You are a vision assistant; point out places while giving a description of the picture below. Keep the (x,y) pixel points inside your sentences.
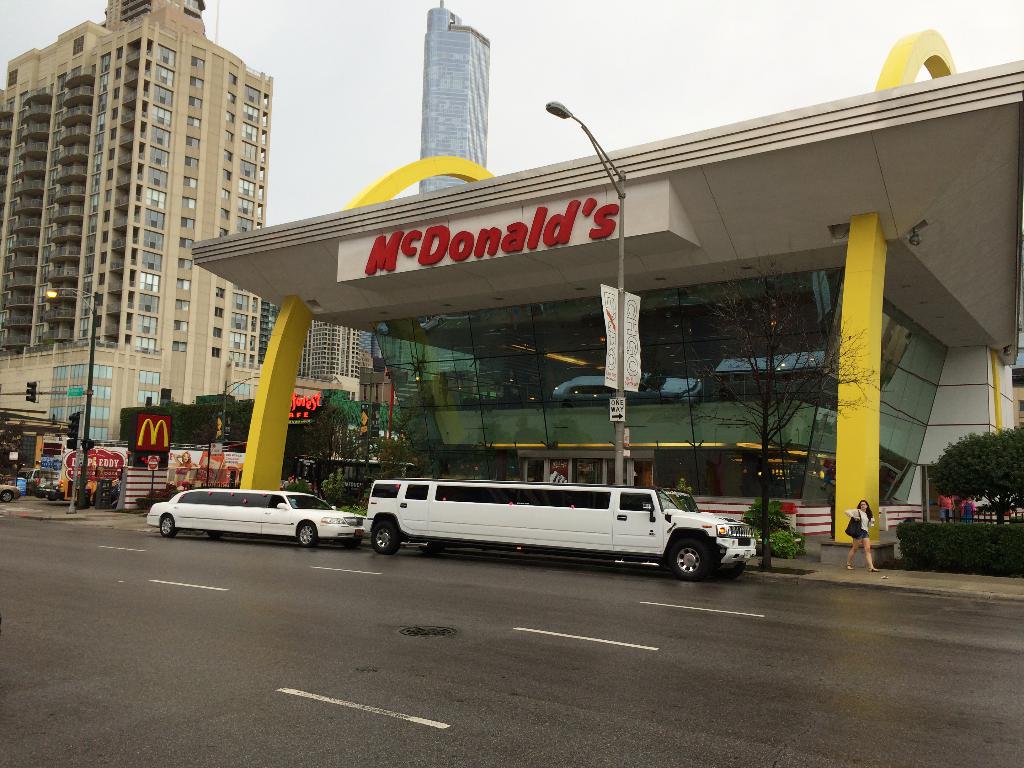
In this image we can see some buildings (373,228) and windows (104,118). And we can see the vehicles (575,529). And we can see the road (970,608). And we can see the street lights (552,112), traffic signals (76,418) and sign boards (164,438). And we can see the trees (982,470). And we can see some people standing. And we can see the sky (760,104).
